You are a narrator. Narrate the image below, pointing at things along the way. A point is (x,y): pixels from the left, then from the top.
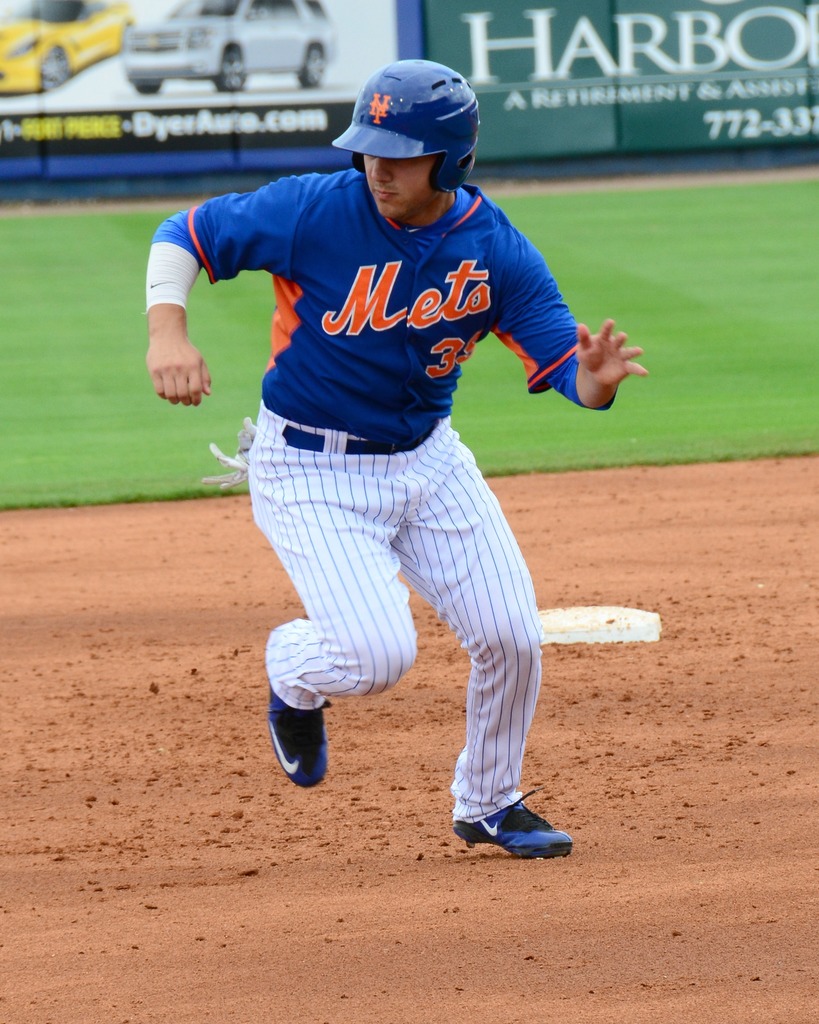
In this image we can see a person (391,383) wearing helmet (412,118). In the back (138,389) there's grass (633,336) on the ground (683,383). In the background (299,49) there are banners (348,28). On the banner (542,52) something is written. Also we can see two cars (131,46) on the banner (131,46).
